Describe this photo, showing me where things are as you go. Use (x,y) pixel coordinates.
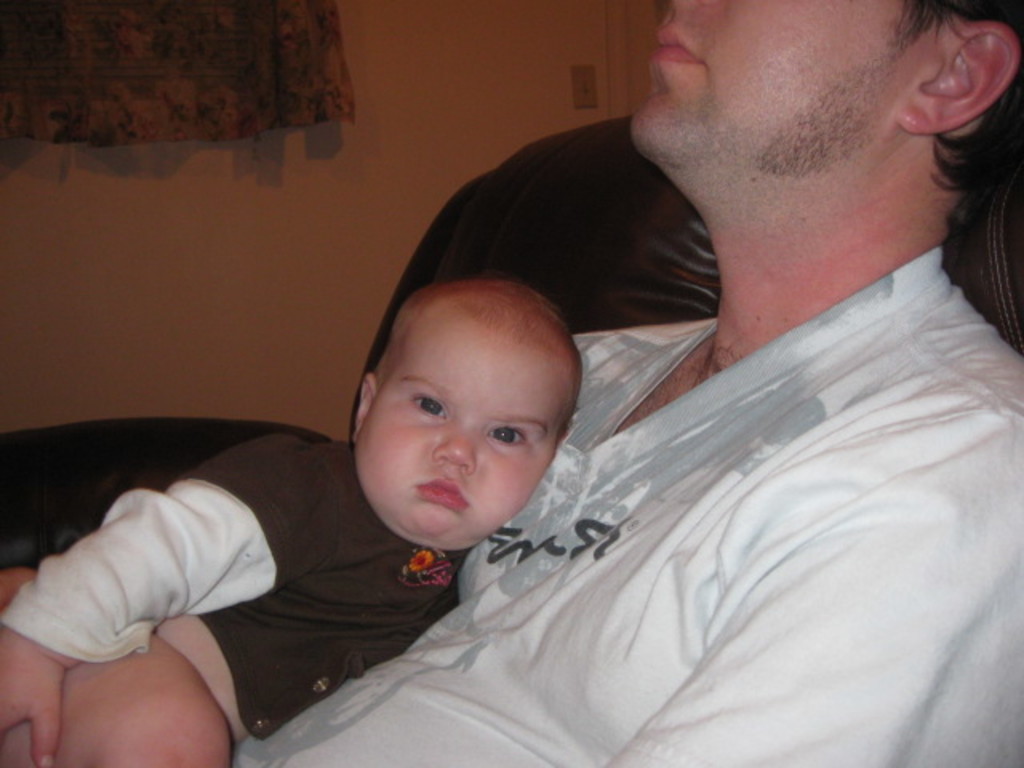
In this image I can see a person (696,488) wearing white colored dress (690,598) is sitting on the couch (668,274) which is black in color and I can see a baby (381,612) on the person (552,636). In the background (428,56) I can see the wall (233,206) and the curtain (301,53).
